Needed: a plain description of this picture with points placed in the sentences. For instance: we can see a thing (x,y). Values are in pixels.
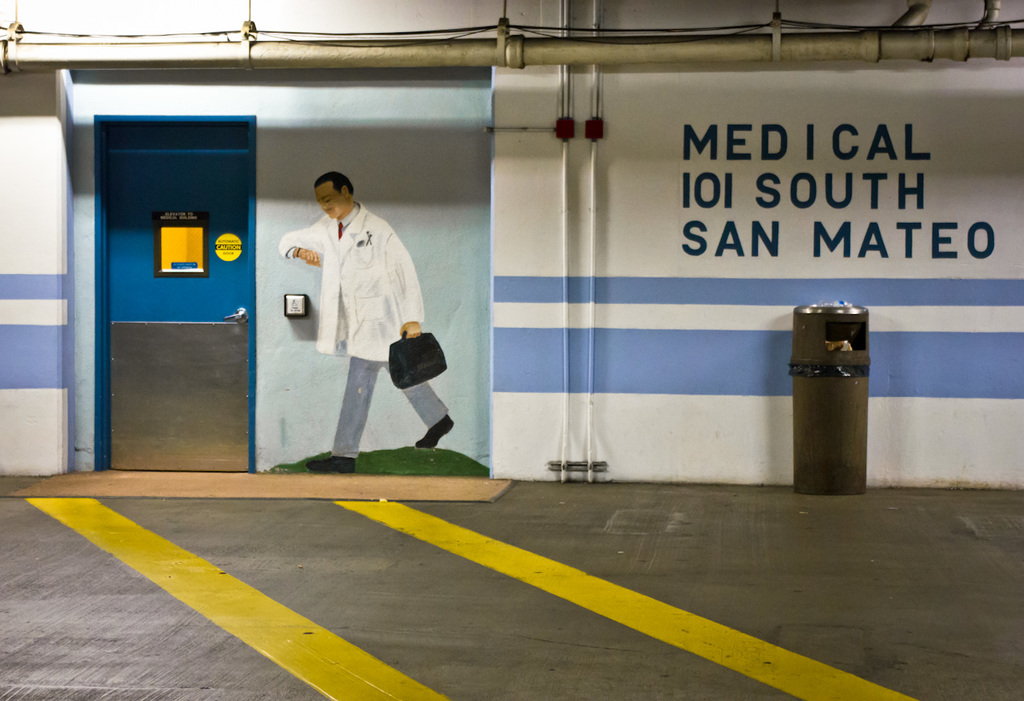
In this image we can see a painting (367,244) of a person (360,283) wearing white coat (353,311) and a bag (431,350) in his hand (412,323) on the wall (302,376). In the background (827,435), we can see a trash bin (840,396) and some text (888,137) on the wall (840,250), a pipe (63,63) and a door (131,304).
